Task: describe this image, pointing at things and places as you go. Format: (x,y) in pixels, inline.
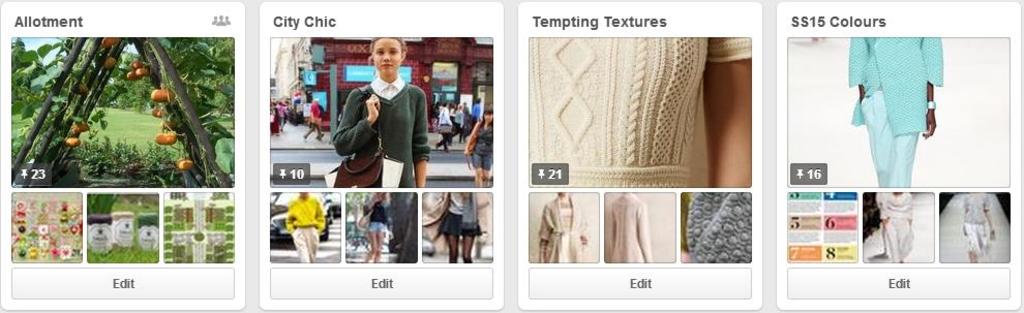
In this image I can see a collage of different images. The first image is related to trees (202,176) and I can see some fruits (136,74) on the trees (201,137). The second image is related to dresses (375,148) and I can see four people (403,103) wearing different type of dresses (441,210). The third image is about textures (627,159). The different textures (675,97) are worn by different women (668,154) and the last image is about the colors of dresses (899,203).
